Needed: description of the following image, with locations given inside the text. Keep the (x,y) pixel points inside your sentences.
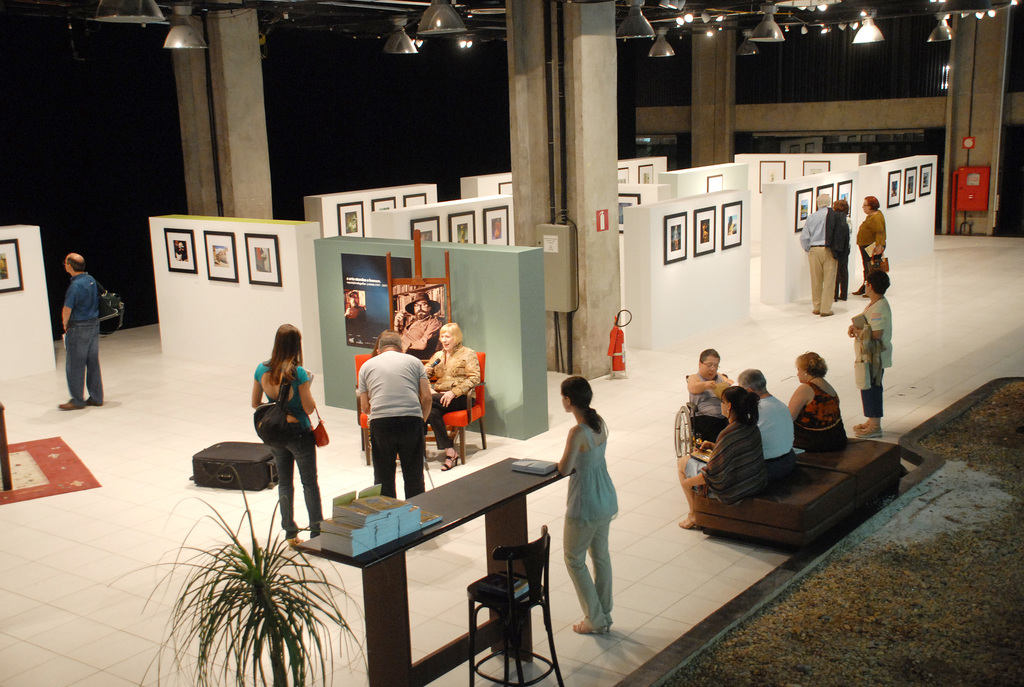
In this image I can see few people (445,397). And these people (310,460) are wearing the different color dresses (300,406). I can see few are sitting on the couch (793,492) and few are standing. There are some objects (378,529) on the table (447,504). In the back (346,394) I can see the boards (307,299) and many frames (486,227) to the wall (218,287). There are pillars (527,179), fire extinguisher (613,327) and the lights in the top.
